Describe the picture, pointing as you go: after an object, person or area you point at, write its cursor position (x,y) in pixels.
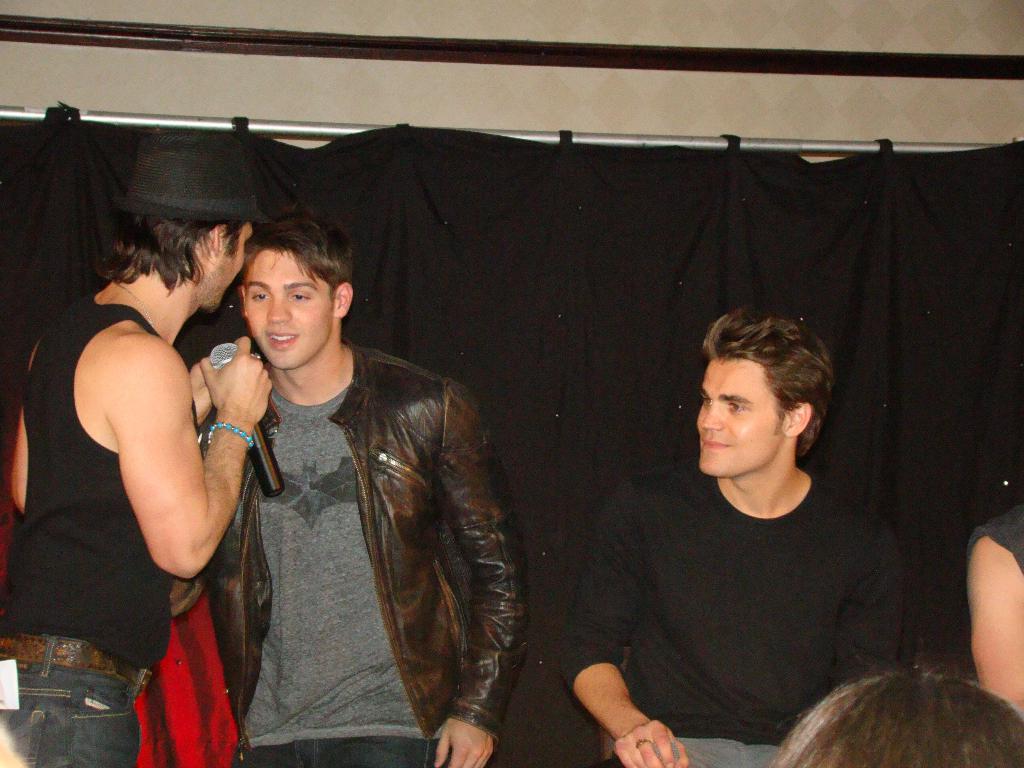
in this image there are some persons (471,548) in middle of this image (411,422). The left side person (150,534) is wearing black color t shirt (81,514) and holding a mic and wearing a black color cap (187,177). and the right side person (337,531) wearing a black color jacket (428,511) and there is a black color cloth (528,239) in the background (601,243), and there is a person (725,408) at right side (694,496) is wearing a black color t shirt (709,609) and there are some persons (979,611) at bottom right corner of this image (947,705).
